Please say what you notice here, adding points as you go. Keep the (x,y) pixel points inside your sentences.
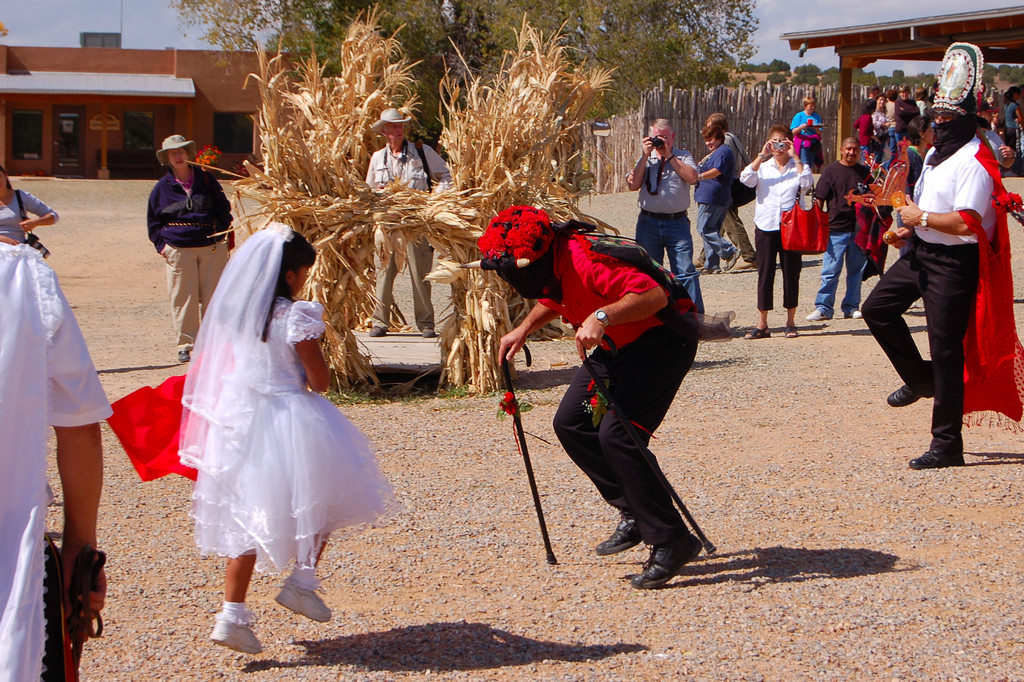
In this image we can see people (958,283) are dancing. In the background (421,155), we can see men (672,150) and women (188,226) are standing and watching the dance. In the middle of the image (459,344), we can see an object (405,213) made of dry leaves (441,220). At the top of the image (441,53), we can see the tree (589,18) and the sky (834,4). In the background (195,91), we can see buildings (196,113), fence (764,109) and shelter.
